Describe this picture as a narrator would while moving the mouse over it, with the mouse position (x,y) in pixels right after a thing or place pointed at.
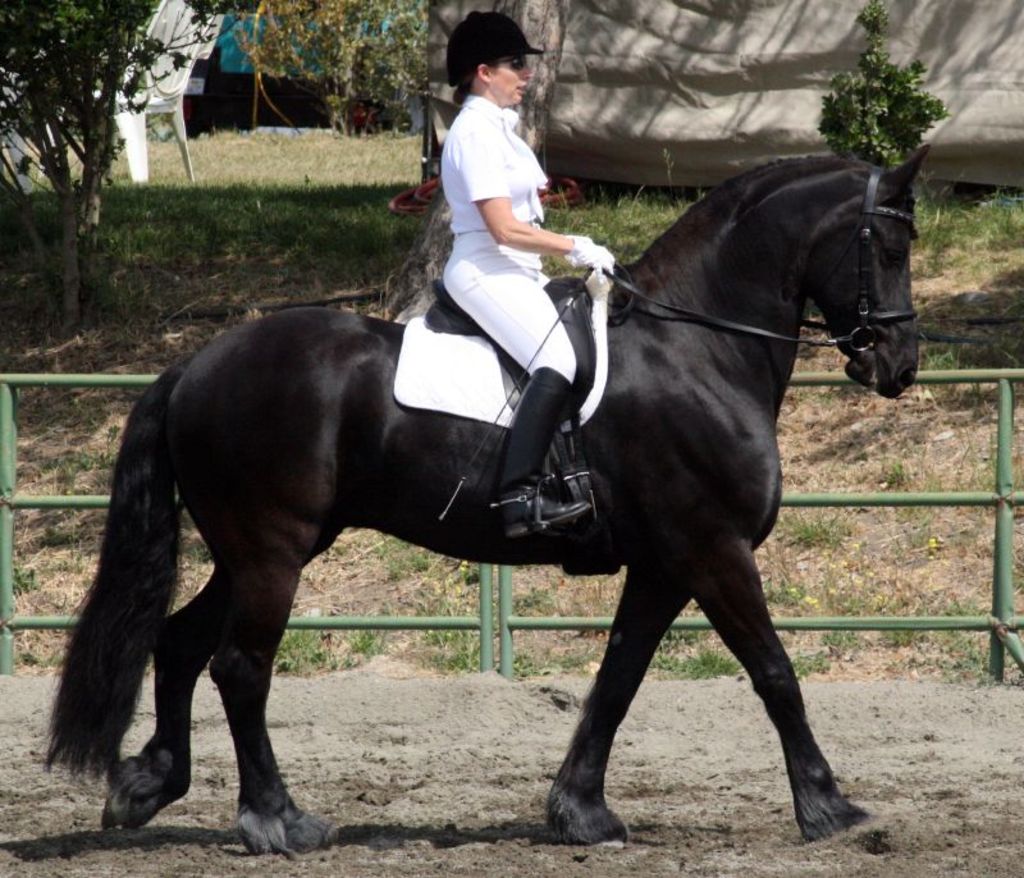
a woman (533,324) riding a horse (684,562) there are trees (141,74) near to her.
